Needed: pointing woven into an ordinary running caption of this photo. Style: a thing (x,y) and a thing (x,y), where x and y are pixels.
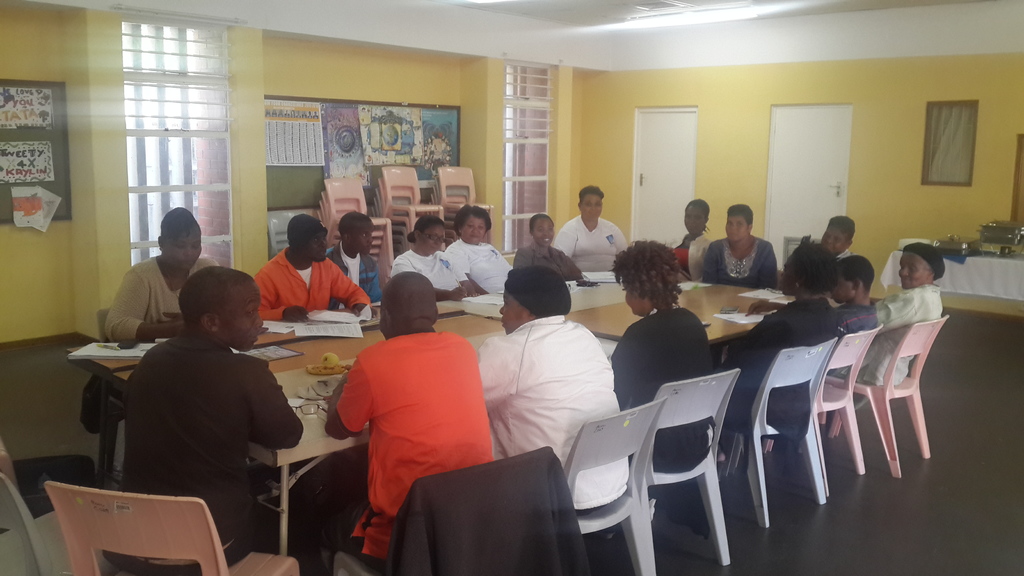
There is a group of people (164,294) sitting on a chair (108,530) and they are discussing about something important. In the background (422,214) we can see a bunch of chairs (416,194) and these are doors (655,167).
